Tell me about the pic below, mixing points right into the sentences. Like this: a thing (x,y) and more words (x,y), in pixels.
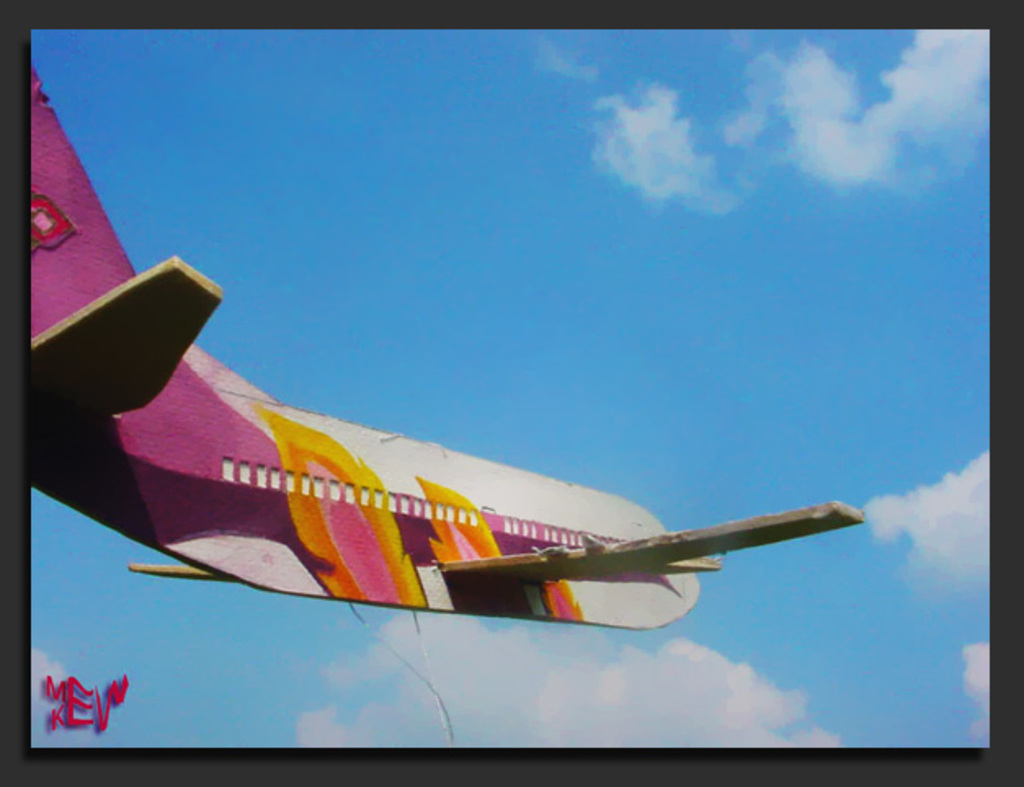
In this image I can see an aircraft (340,541) which is in pink, white and yellow color. It is in the air. In the background (584,393) I can see the clouds (895,135) and the sky (701,285). And this is a cardboard sheet (374,553). I can see the black boundaries (793,757).
